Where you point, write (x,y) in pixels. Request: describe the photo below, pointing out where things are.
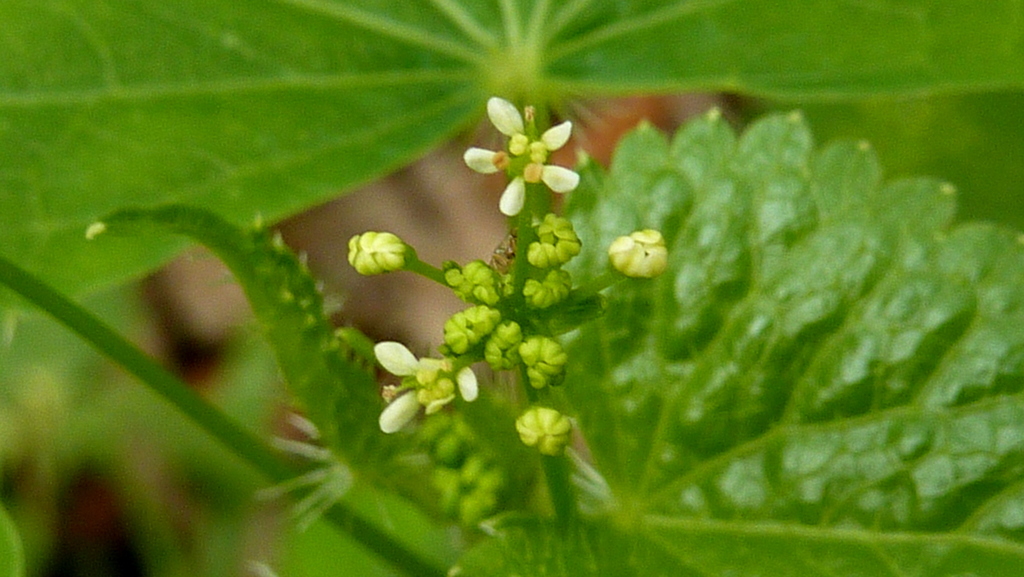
In this picture there is a flower (494,171) and buds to a plant (534,292) and there are leaves (766,208).
